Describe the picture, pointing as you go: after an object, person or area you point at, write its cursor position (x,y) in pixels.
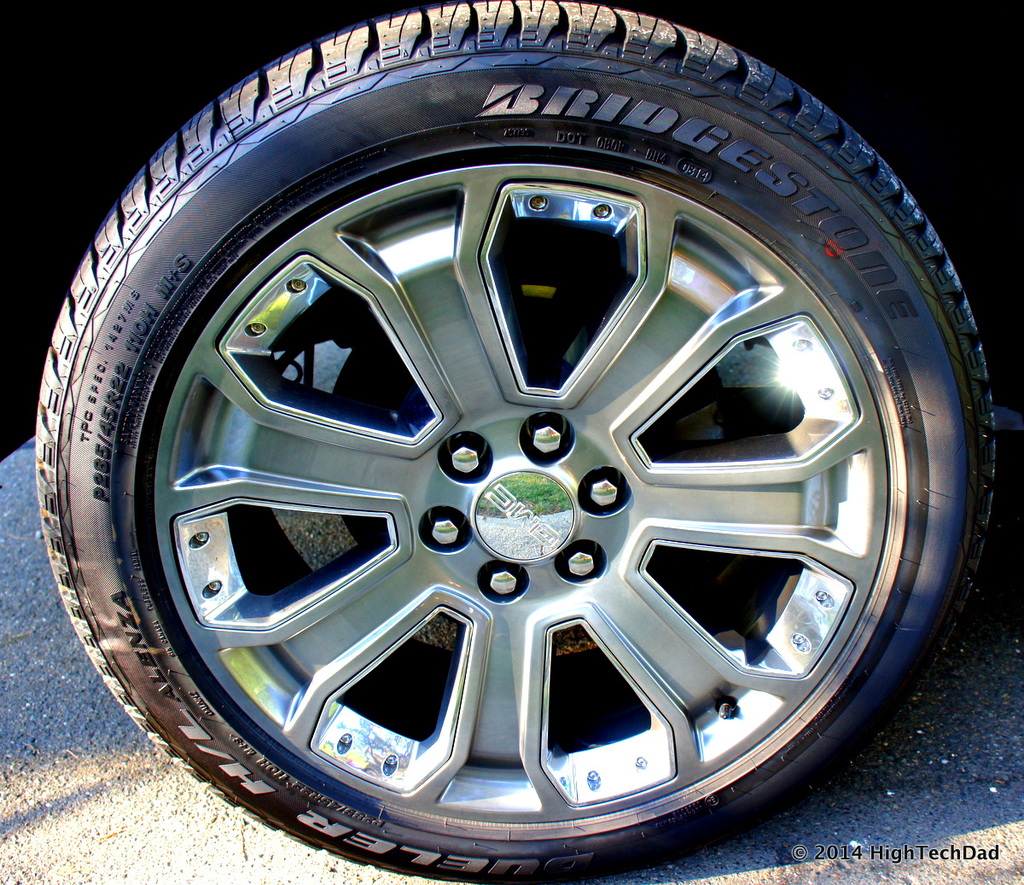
In this picture I can observe a tire (420,91) and a wheel (435,508) of a vehicle (512,228) on the road (248,821). On the right side (942,856) I can observe a watermark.
